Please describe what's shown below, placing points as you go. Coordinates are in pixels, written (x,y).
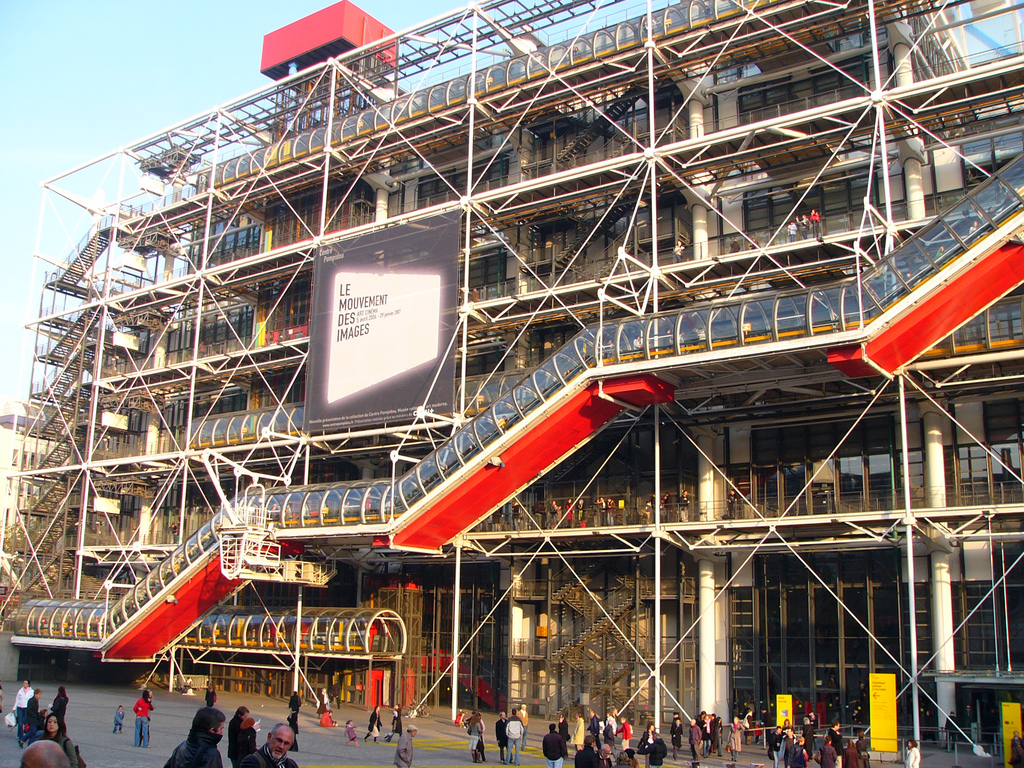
In this image, we can see a building (733,285). There are a few people (246,730). We can see the ground (358,767) and some yellow colored objects (871,730). We can also see a board (400,315) with some text (364,319) and image (354,273). We can see some stairs (615,113) and the sky (70,64).
